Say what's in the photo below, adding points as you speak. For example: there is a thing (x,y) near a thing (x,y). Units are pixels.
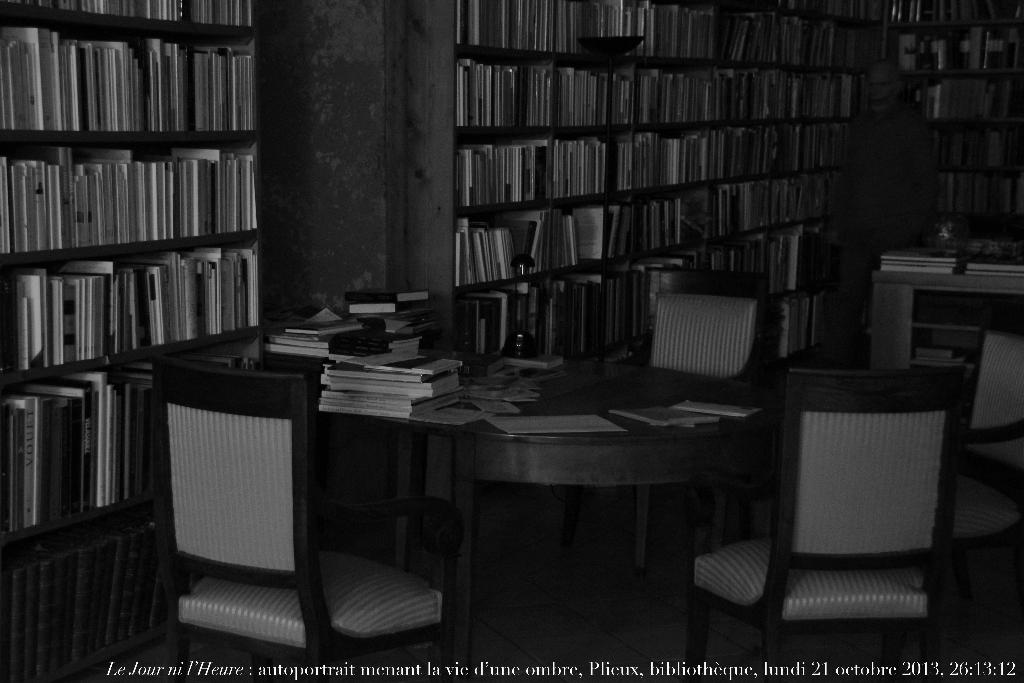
It is a black and white picture. In the center of the image (547,427) we can see tables (584,459), chairs (856,474), racks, books (118,95) and a few other objects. On the tables (890,303), we can see books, papers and a few other objects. At the bottom of the image (308,672) we can see some text (372,668).
